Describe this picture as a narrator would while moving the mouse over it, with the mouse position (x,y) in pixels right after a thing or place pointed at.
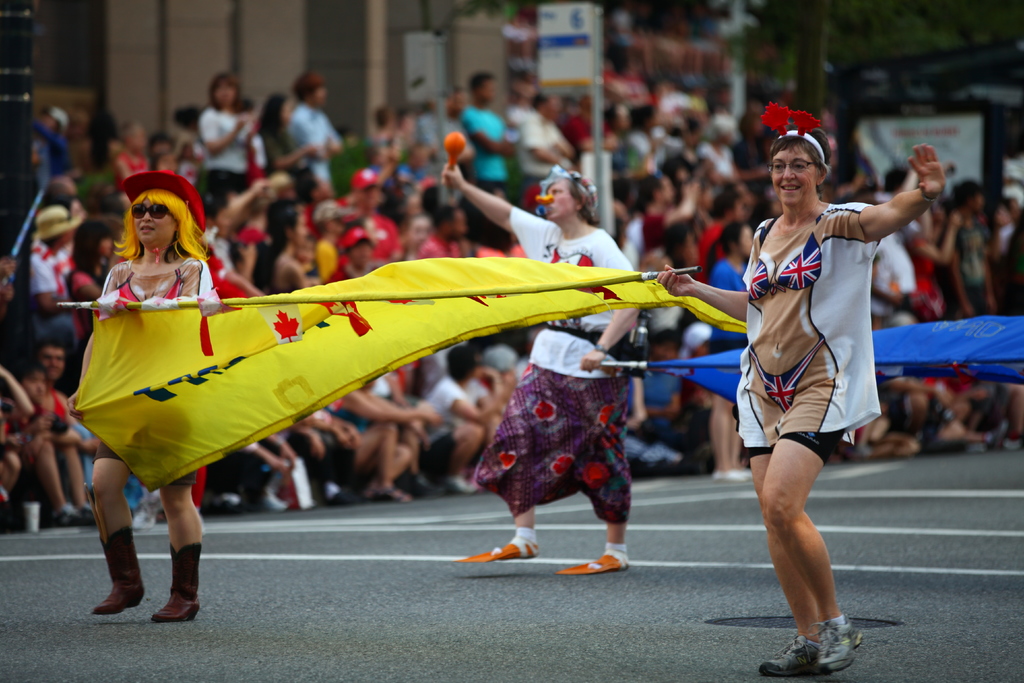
In the image I can see some people (765,674) walking on the road (257,598) holding some flags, beside them there are so many people (997,290) standing and sitting in-front of building (484,24).
